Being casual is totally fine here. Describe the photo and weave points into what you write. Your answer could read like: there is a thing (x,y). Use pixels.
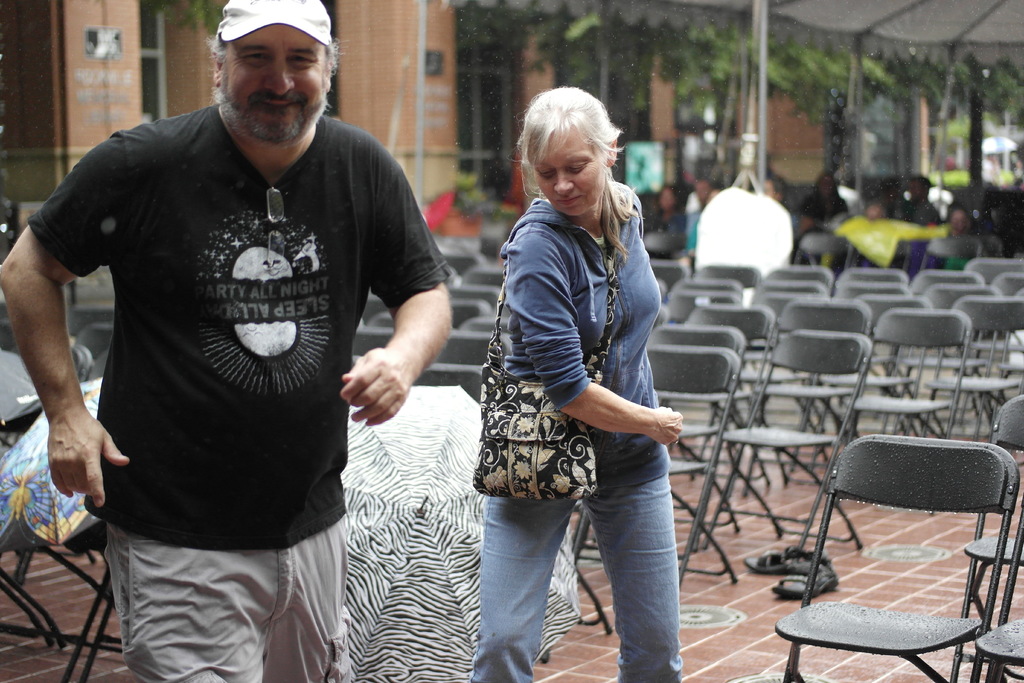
In this picture we can see a man (293,104) and a woman (629,616), umbrellas (383,438), chairs (5,578), bag (539,402), footwear (785,560) and in the background (896,167) we can see a building (897,149), trees (964,70) and some people (906,215) sitting on chairs (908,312).
